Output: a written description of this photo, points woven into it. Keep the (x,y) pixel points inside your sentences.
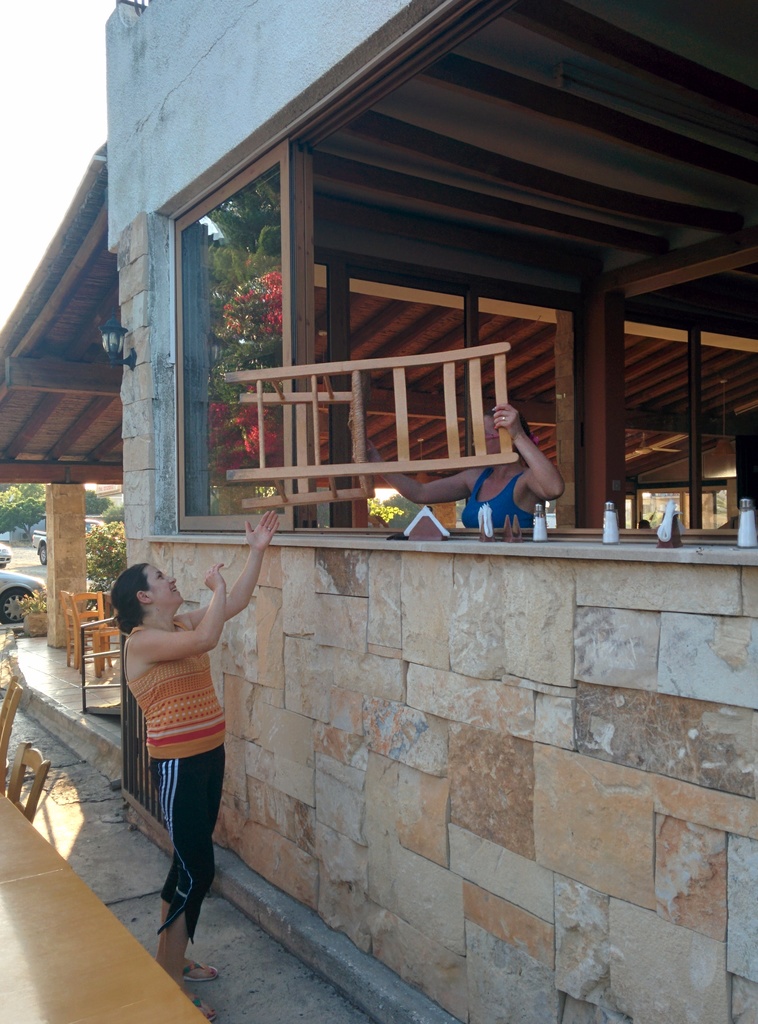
In this image, in the middle (266,530) there is a woman (214,732), she is standing. On the right (538,476) there is a woman (511,433), she is holding a chair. At the bottom (57,902) there are chairs (9,699), table (120,966). On the right (605,454) there are bottles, window (282,357), house (520,329), shed (552,326), roof (552,188). On the left (75,618) there are vehicles (23,587), pillar (79,576), chairs (102,628), trees (95,499), sky (68,112).
